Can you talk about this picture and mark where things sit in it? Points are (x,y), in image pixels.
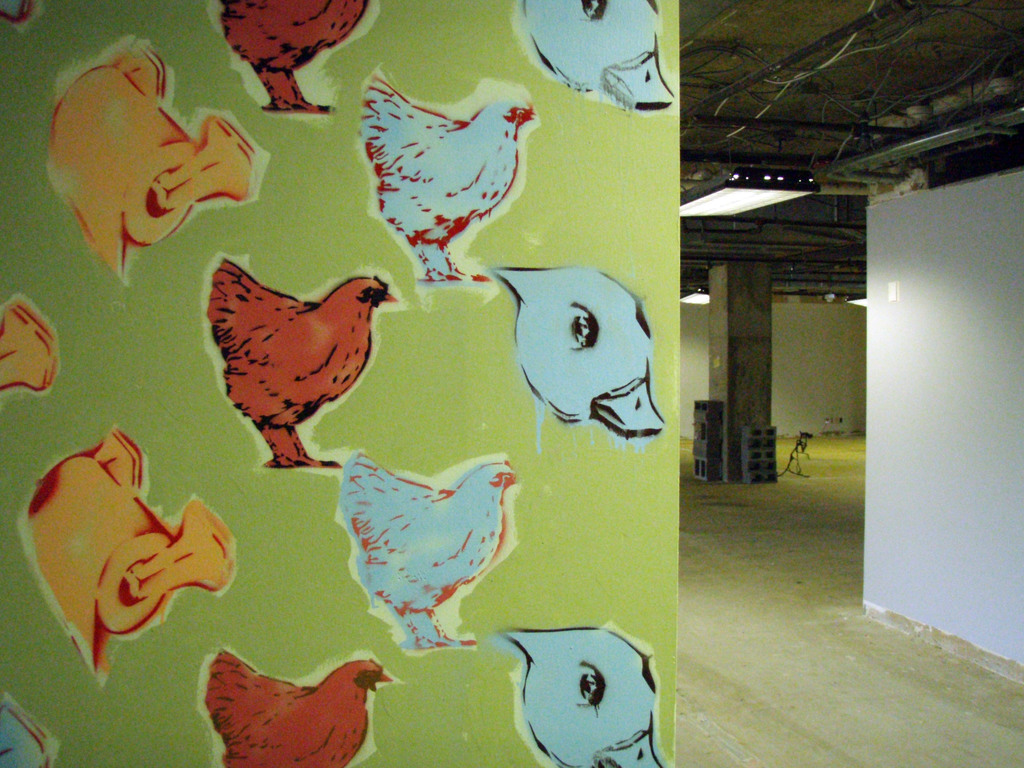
In this image we can see some animal paintings (313,321) on the wall (13,230), we can also see a white wall (958,482), there is a pillar (736,434) and some boxes (709,411) beside with it, we can also see some lights (753,172) and wires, there are some stands (779,128) hanged to the roof (848,107).
